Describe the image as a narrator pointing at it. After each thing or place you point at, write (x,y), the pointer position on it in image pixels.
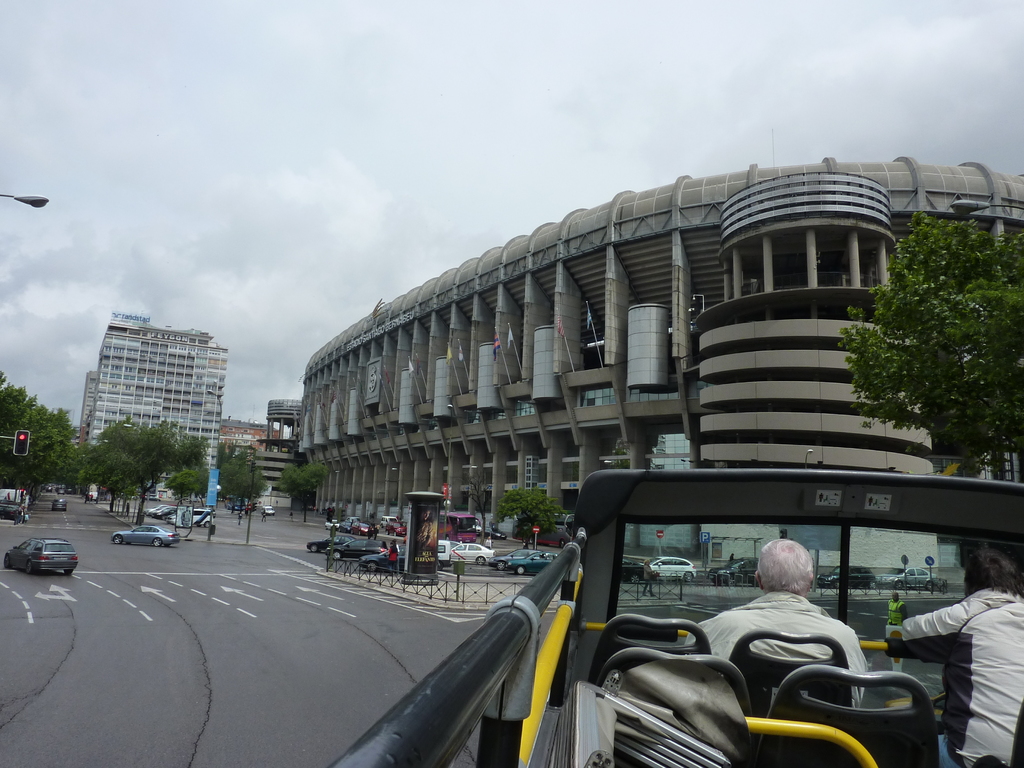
In the image we can see buildings (321,375), trees (141,451), vehicles (58,507) on the road (11,537), road (211,686), fence (464,592), light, signal pole (19,449), flags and a cloudy sky (317,193). We can see there are even people (921,629) in the vehicle (828,654), these are the seats (650,740) and there are white lines (237,588) on the road (237,588).
